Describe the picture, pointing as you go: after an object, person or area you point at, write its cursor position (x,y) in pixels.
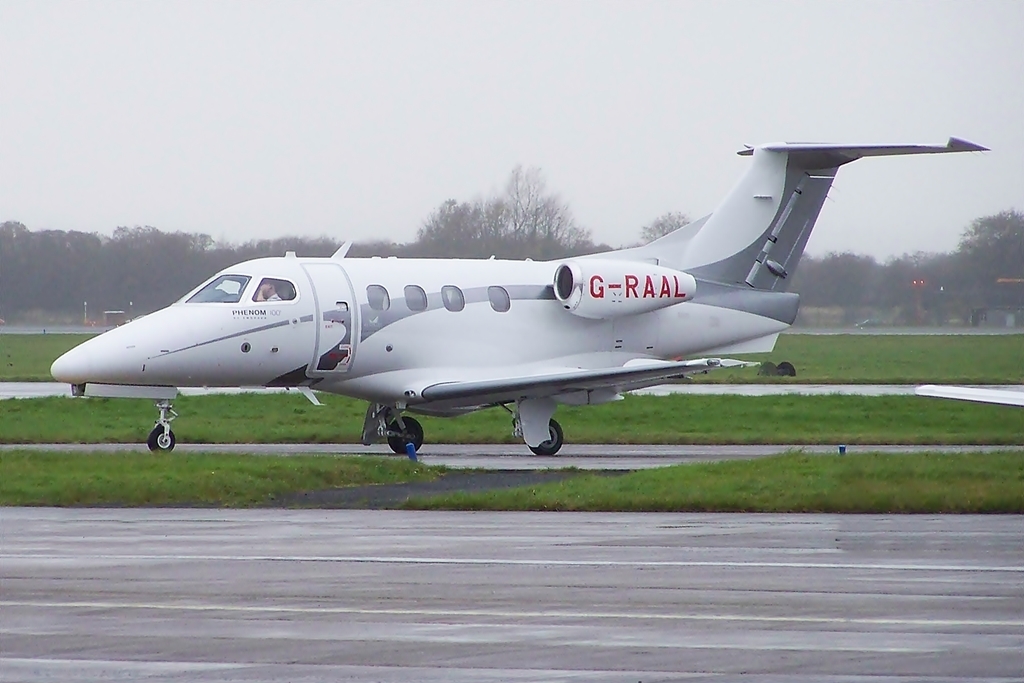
In this image there is an Airplane (404,352) running on the track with the person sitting inside it and there is some text (677,294) written on the plane (622,303). There is grass (638,429) on the ground (724,429) and in the background (422,252) there are trees (908,268) and the sky (684,88) is cloudy.
